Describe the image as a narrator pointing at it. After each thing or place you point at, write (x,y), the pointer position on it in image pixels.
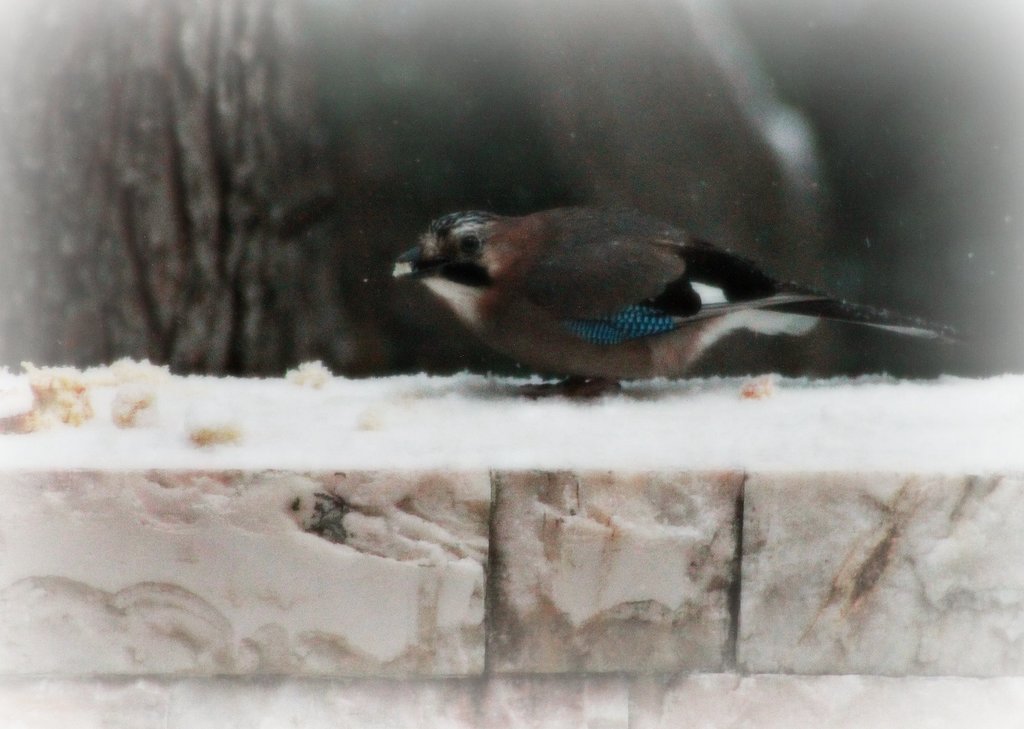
In this image there is a wall (562,612) truncated towards the bottom of the image (531,636), there is a bird (620,358) on the wall (572,403), there are objects (76,411) on the wall (159,409), there is a tree trunk (117,162) truncated towards the top of the image (152,207), the background of the image (455,86) is blurred.
